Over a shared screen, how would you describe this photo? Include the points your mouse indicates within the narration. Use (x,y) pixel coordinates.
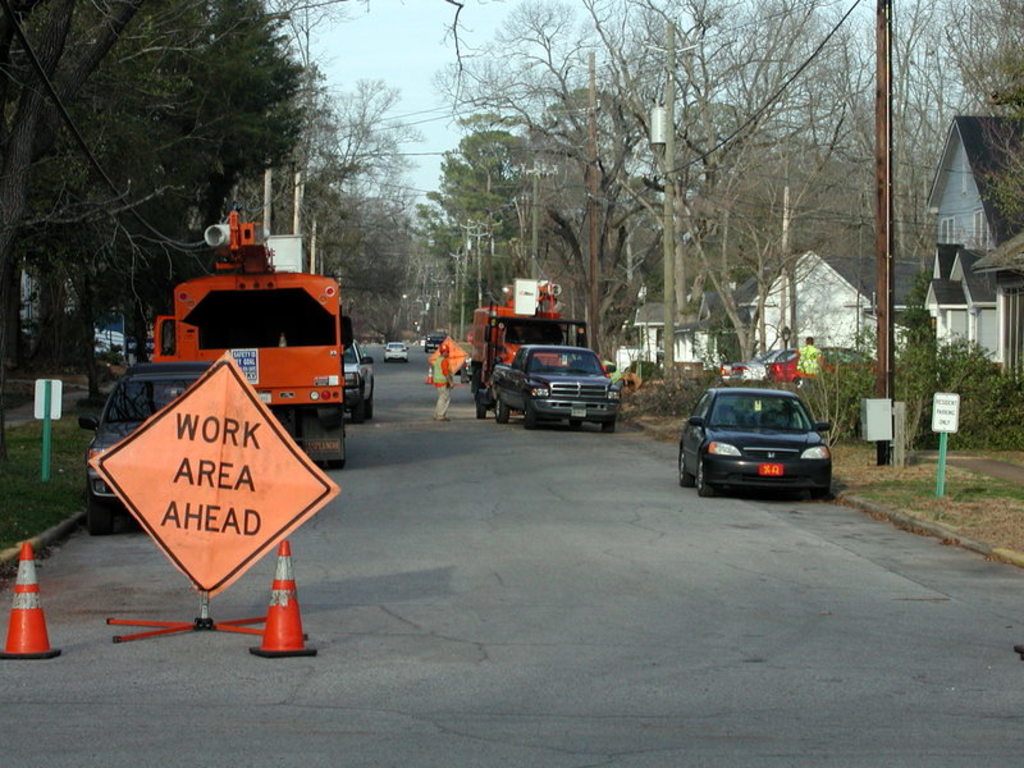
In the picture there is a road (413,461), on the road (509,659) there are many vehicles (340,307) present, there are red color cones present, there is a board (226,552) with the text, there are poles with the cables (838,26), there are plants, there are trees (478,188), there are buildings (869,338), there is a clear sky (600,43).
